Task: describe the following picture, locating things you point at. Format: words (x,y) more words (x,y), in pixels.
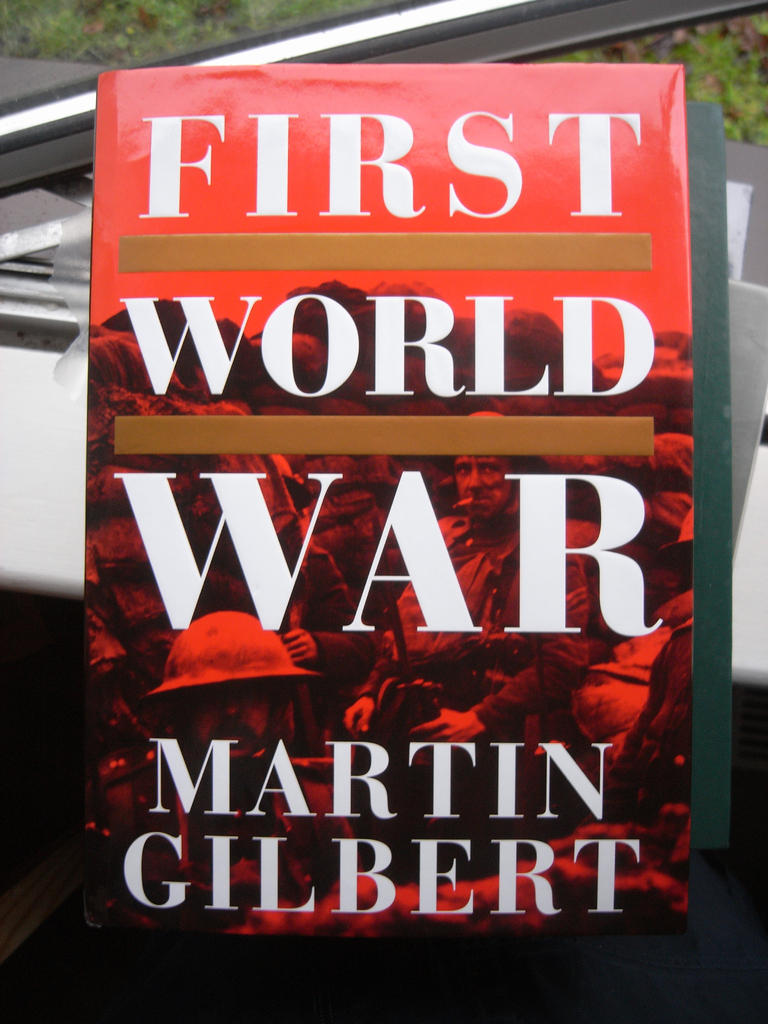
In this picture we can see a book (204,323) and in the background (724,58) we can see the grass (724,58), some objects (265,41).
